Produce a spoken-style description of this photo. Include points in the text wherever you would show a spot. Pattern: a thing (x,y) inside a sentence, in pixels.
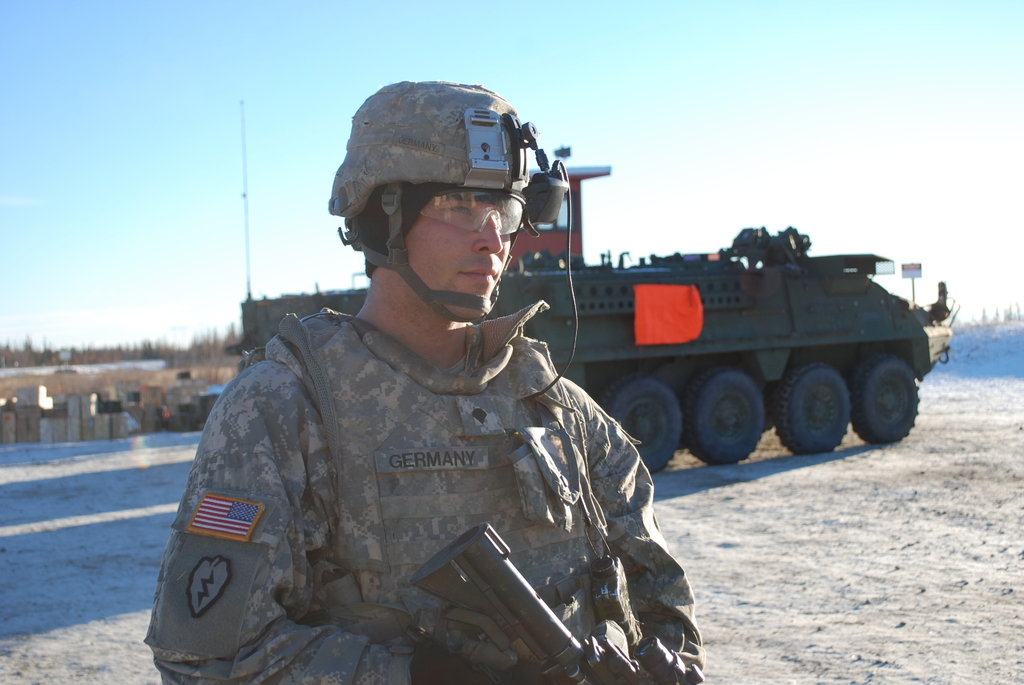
In this image, we can see a person (331,553) in a military uniform (391,503) wearing helmet (424,162) and goggles (468,208). He is holding a gun (546,665). Background (537,326) we can see vehicle (831,351), few objects (7,433), road (959,543), trees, pole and sky (119,182). Here it looks like a buildings (546,247).
